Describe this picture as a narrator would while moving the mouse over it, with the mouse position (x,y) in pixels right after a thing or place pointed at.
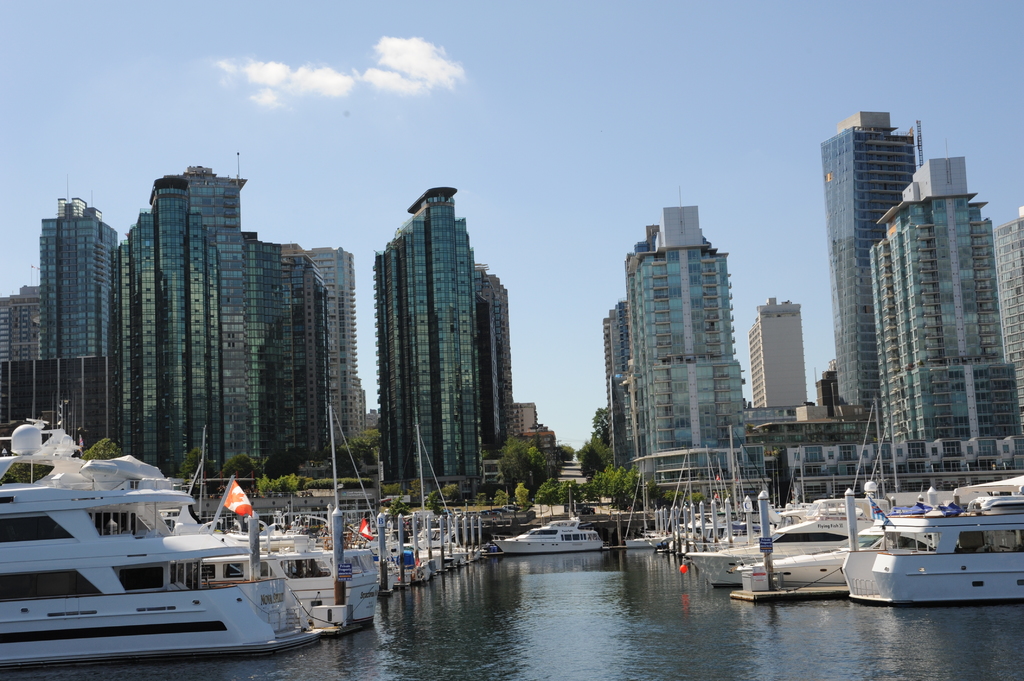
In this image there are so many ships (122,645) parked on the water (662,625) beside them there are some trees (554,462) and buildings (663,478).
